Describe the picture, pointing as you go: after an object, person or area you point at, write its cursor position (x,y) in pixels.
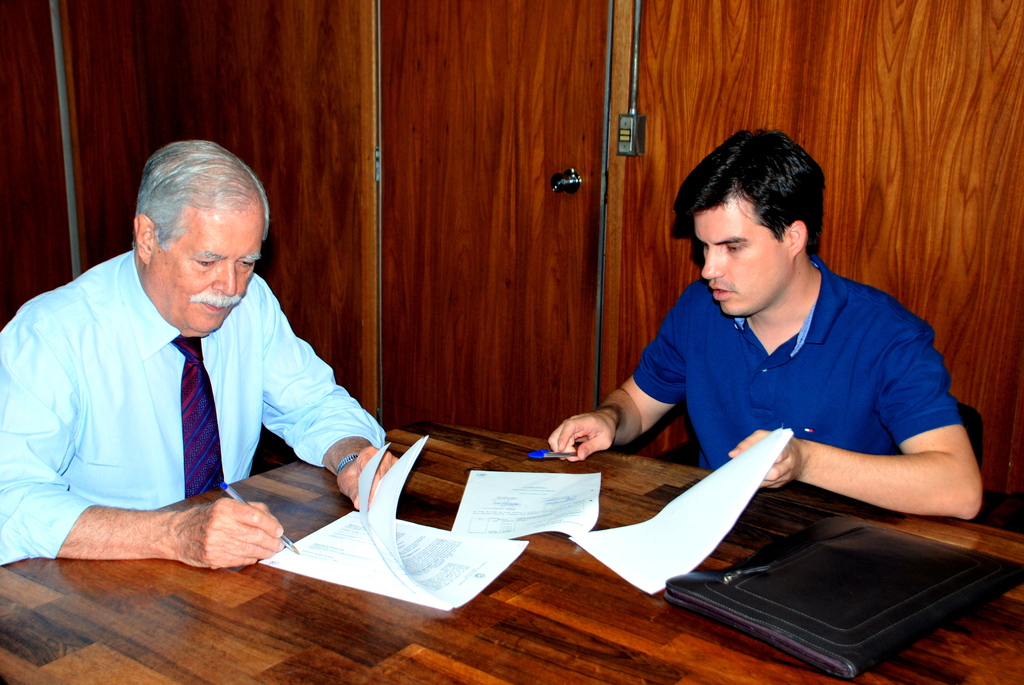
On the left side (156,338), there is a person (156,310) in a white color shirt (156,314), wearing a tie (188,346), holding a pen (240,501) with a hand (240,518), holding documents (384,497) with the other hand (372,490) and writing on a document (346,575) which is on a wooden table (204,603), on which there is a file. On the right side (885,350), there is a person (949,488) in a blue color T-shirt (868,350), holding a document (774,439) with a hand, holding a pen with other hand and sitting on a chair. In the background (891,46), there are a wooden door (555,125) and wooden wall (192,45).
